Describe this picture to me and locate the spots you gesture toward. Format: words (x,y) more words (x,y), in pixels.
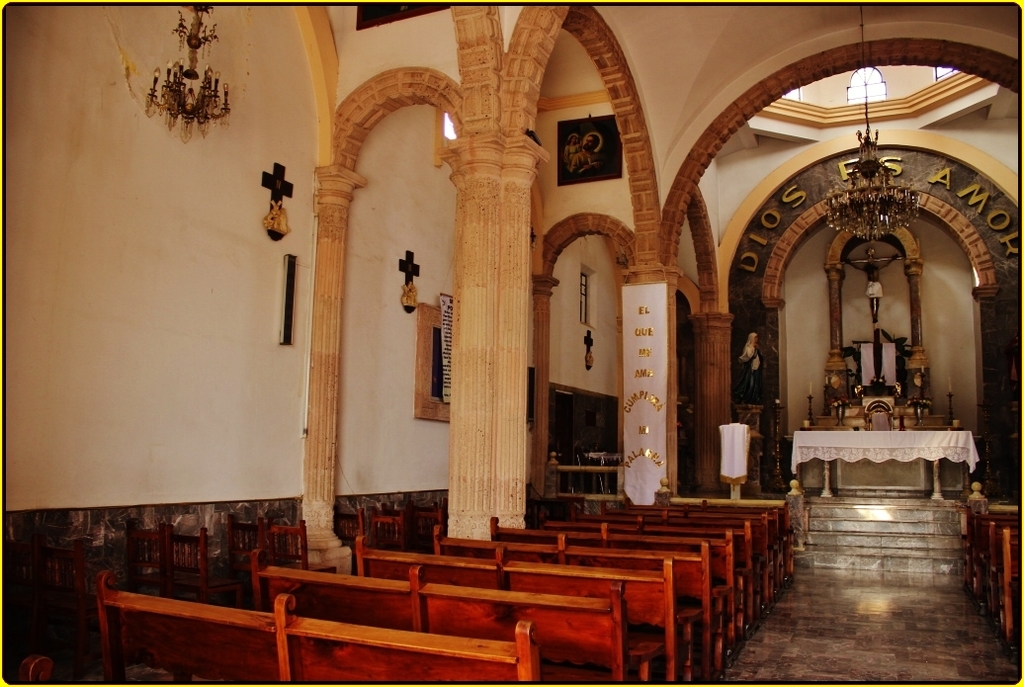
In this image on the left side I can see the benches (580,598). At the top (895,216) I can see the lights (207,83). In the background (747,256), I can see some text (769,211) written on the wall (753,204).
